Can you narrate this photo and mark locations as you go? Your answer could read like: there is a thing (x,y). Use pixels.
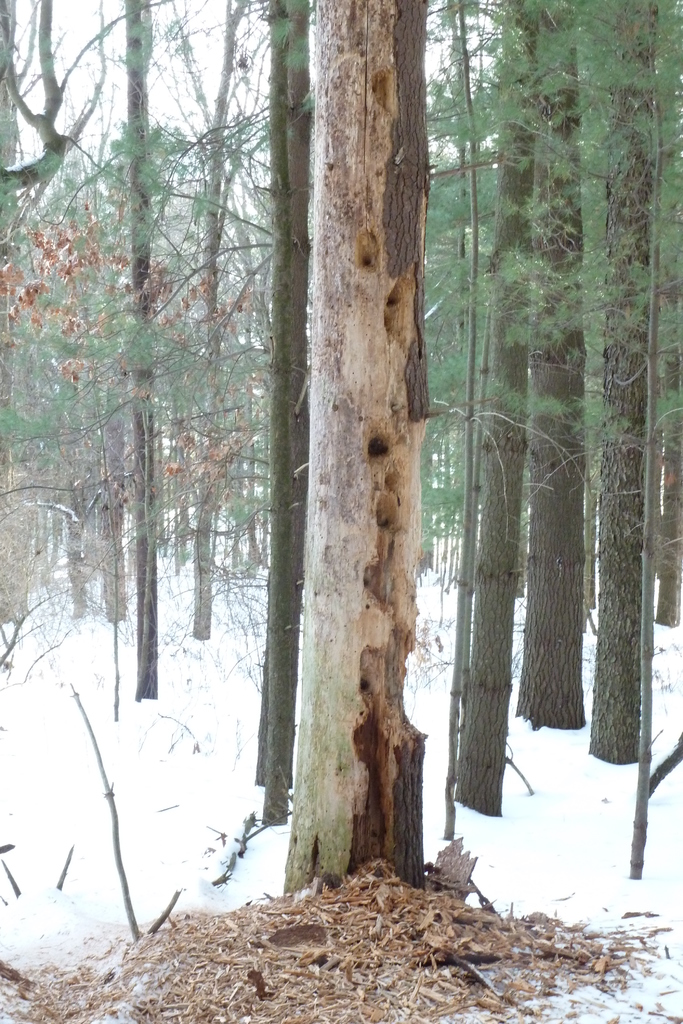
In this picture i can see many trees (316,316). On the left (186,858) i can see the snow (94,763). At the top (174,46) there is a sky (155,41).
